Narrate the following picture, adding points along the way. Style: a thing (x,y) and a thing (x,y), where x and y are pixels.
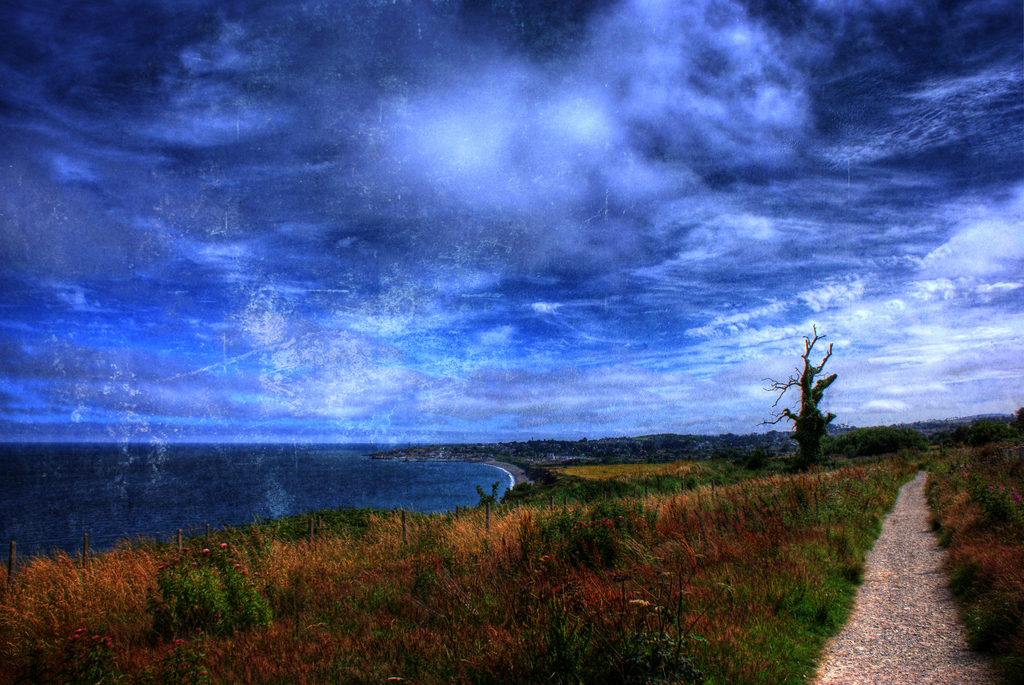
In this picture I can see a sea (238,482), cloudy sky (451,375), grass (566,518) and the road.
